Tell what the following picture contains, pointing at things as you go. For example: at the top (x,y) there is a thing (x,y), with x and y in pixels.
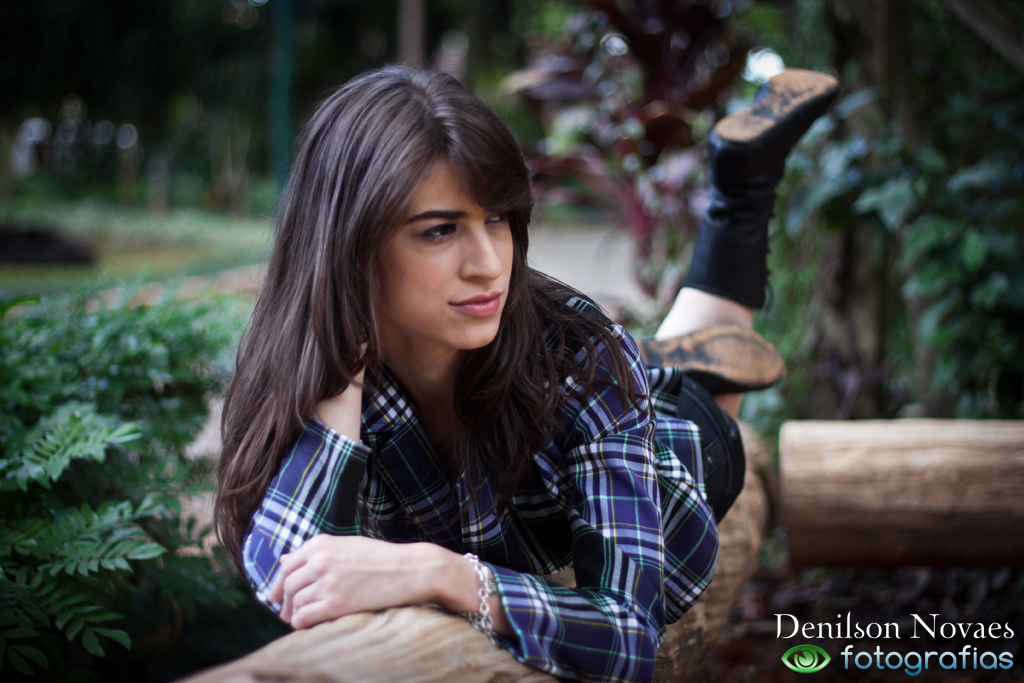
Here in this picture we can see a woman (475,430) lying on the wooden log (375,617) present on the ground (215,262) and we can see she is smiling and behind her we can see the ground (157,287) is covered with grass (141,255), plants (121,431) and trees (884,236).
